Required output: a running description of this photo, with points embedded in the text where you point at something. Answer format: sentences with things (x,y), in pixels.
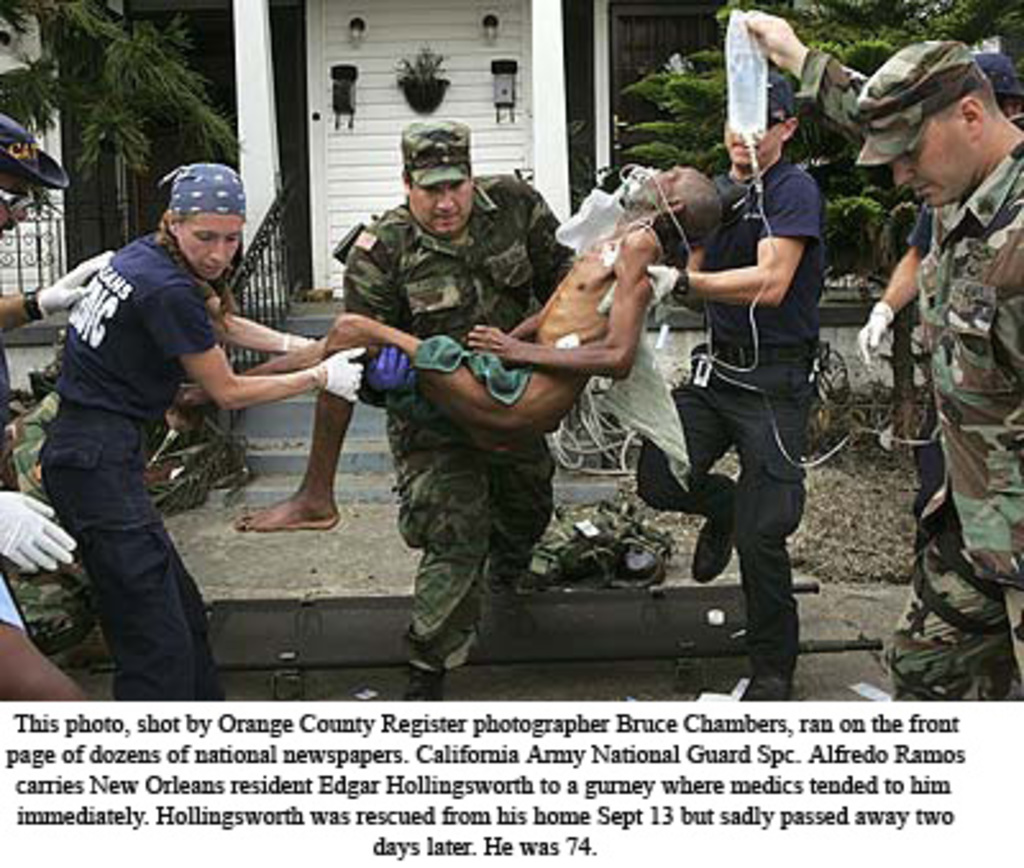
In this image we can see a person (425,282) wearing cap (424,185) is holding another person (483,383). There are many people (122,328). They are wearing caps (769,111) and gloves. One person (801,90) is holding a packet (733,93). In the back (378,82) there is a building (254,56) with railing (266,254), steps (307,306). Also there are trees (719,54). At the bottom of the image (257,766) something is written.
